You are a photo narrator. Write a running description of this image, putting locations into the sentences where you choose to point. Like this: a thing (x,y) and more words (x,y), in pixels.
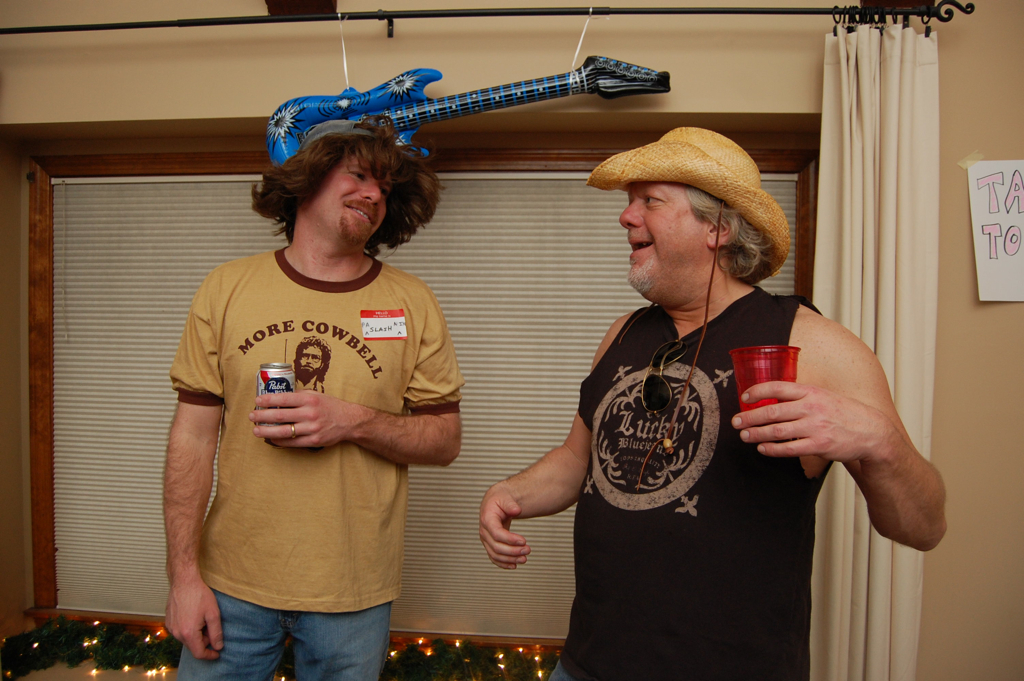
In this image I can see two men (699,144) are standing and both of them are holding things (762,365). I can also see smile on their faces (666,280). In the background (383,104) I can see a plastic guitar (363,101) and a curtain (864,635).
